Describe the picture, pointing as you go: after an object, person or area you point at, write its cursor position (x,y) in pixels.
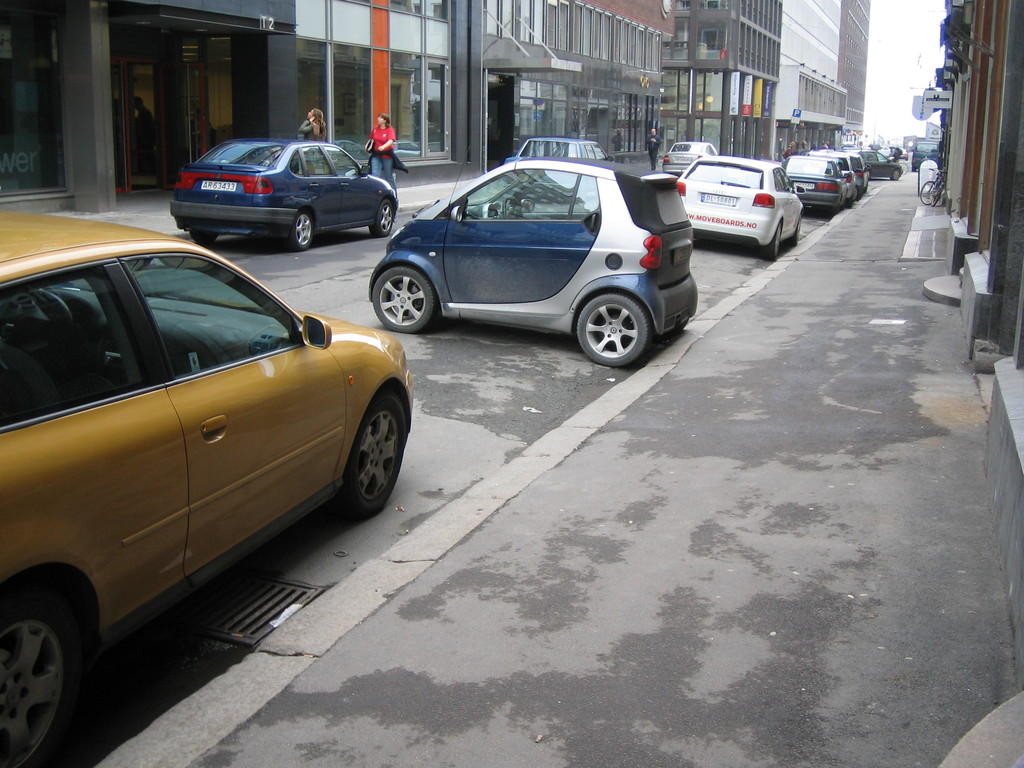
In this image we can see there are some vehicles (567,242) parked on the road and few people (308,121) are walking on the footpath (162,220). On the either sides of the road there are buildings (793,107). In the background (904,67) there is a sky (900,82).
